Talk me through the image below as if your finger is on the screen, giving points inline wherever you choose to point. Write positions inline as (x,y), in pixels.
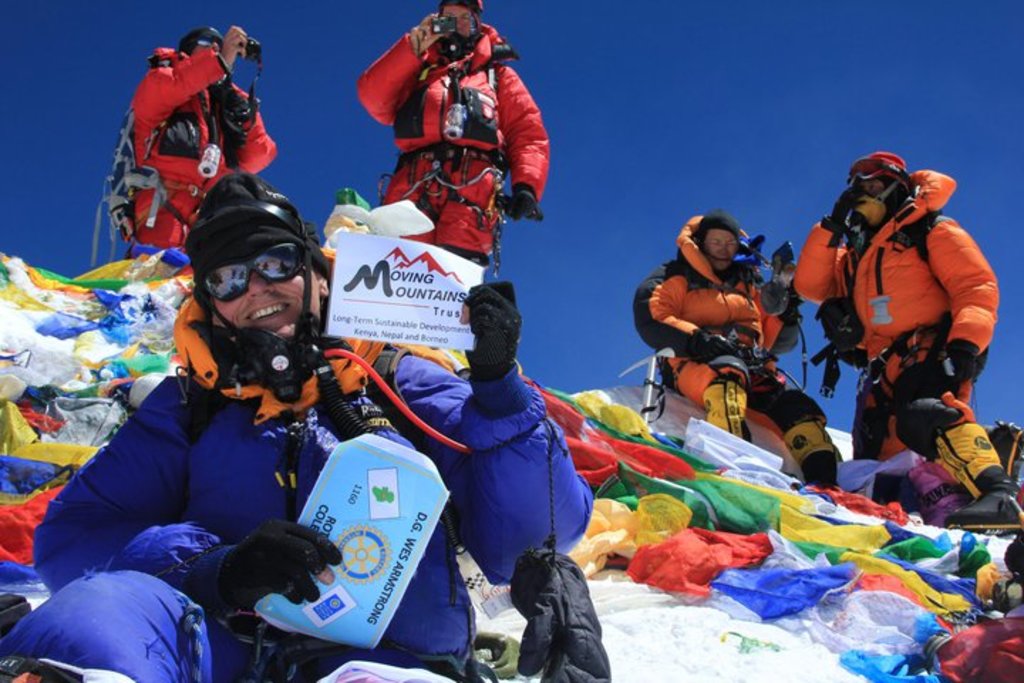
5 people (422,448) are present. They are wearing blue, orange and red dresses (425,91). The person (312,446) at the front (342,385) is holding 2 papers (452,344). There are colorful items (5,408) behind him. There is sky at the top (686,118).
